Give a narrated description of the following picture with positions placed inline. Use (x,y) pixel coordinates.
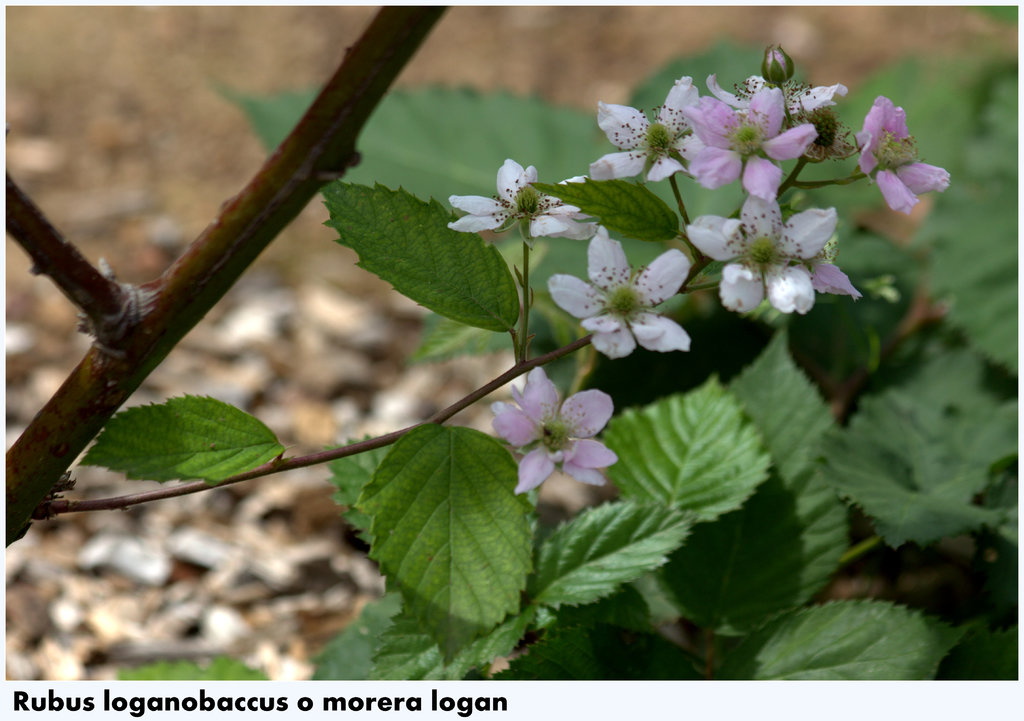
In this picture we can see flowers (592,468), plants (692,431) and in the background (818,505) we can see it is blurry, in the bottom left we can see some text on it.
